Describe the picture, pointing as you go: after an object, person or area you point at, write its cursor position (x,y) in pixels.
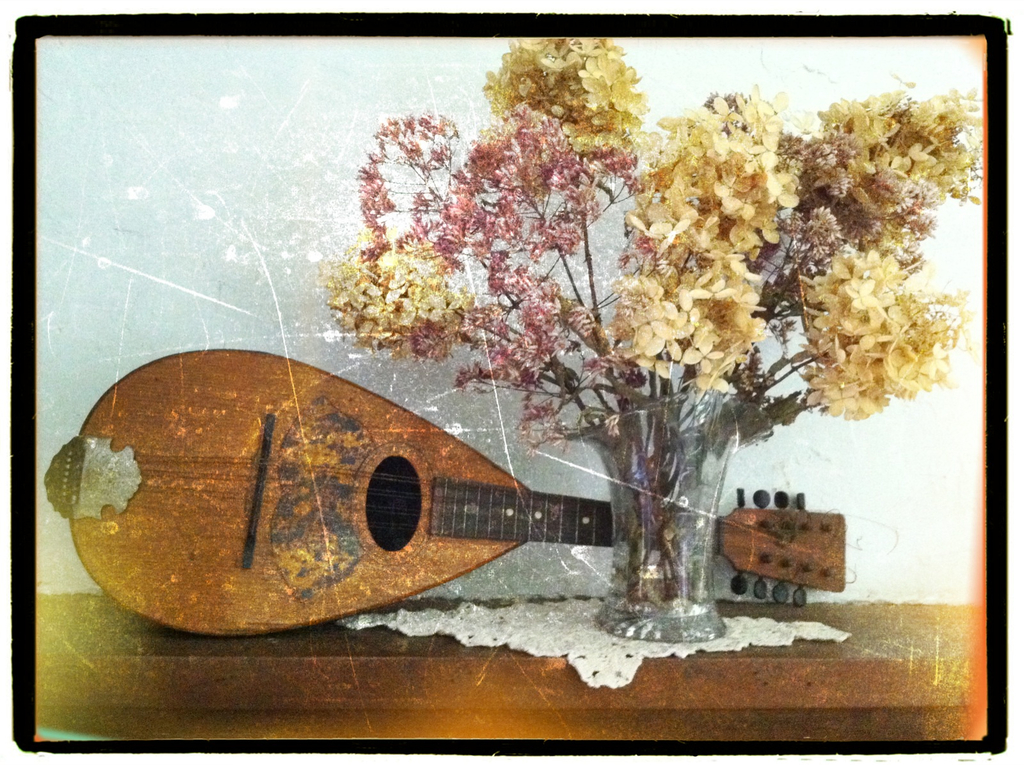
In this image we can see the frame (281,461) of a guitar (731,559), flower vase (705,453) on the table (567,661). We can also see the wall (859,490).
